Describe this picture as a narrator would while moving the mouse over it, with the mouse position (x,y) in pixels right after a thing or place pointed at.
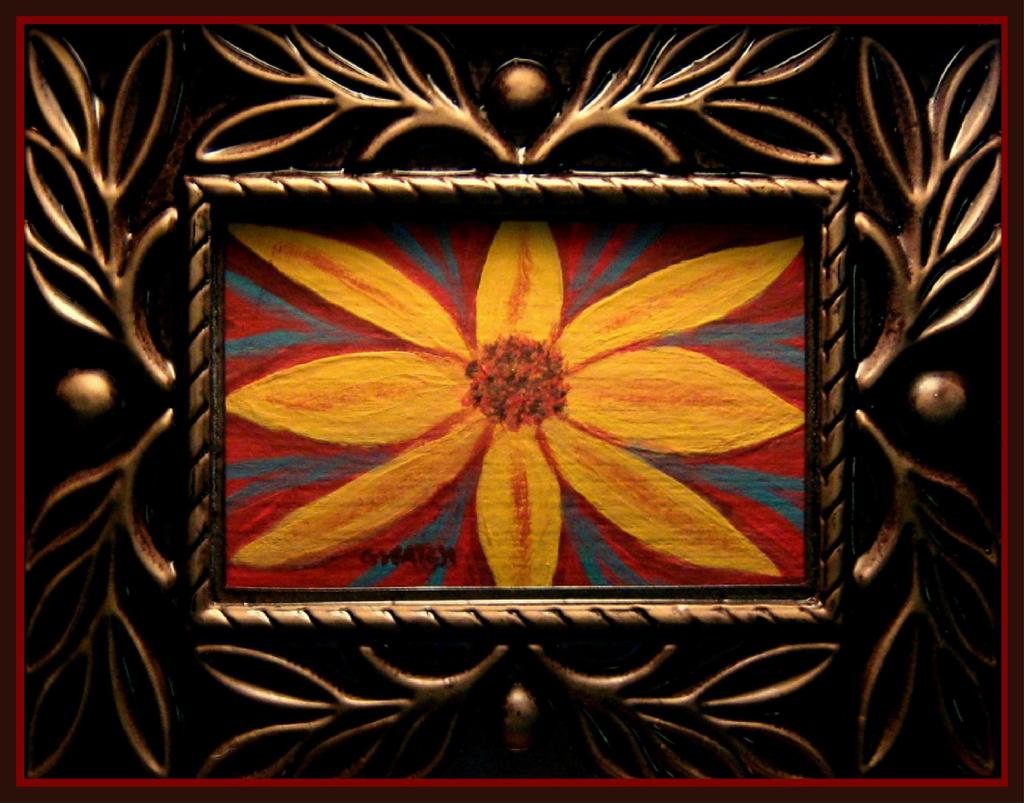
This picture shows a photo frame (779,53).
